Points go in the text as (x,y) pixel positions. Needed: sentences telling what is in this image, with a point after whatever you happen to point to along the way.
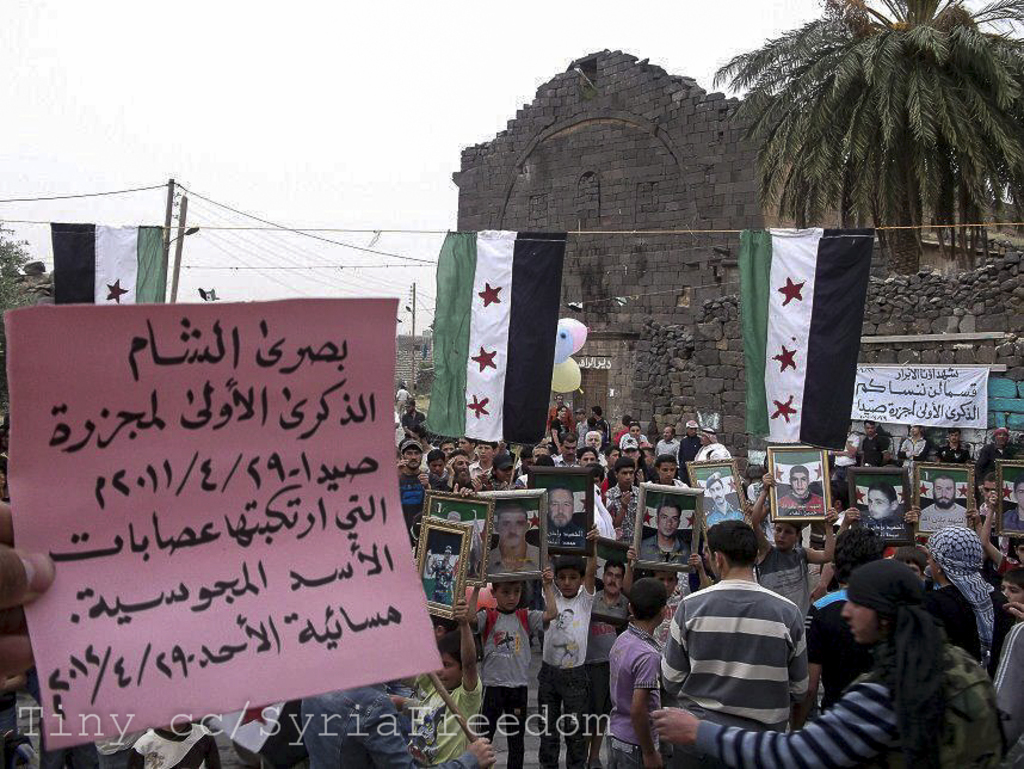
This picture is clicked outside the city. At the bottom of the picture (510,639), we see children (591,592) standing on the road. Most of them are holding photo frames (673,544) in their hands (830,517). On the left side (292,418), we see a pink color chart (210,594) with text (322,583) written in Arabic language. Behind them, we see a tree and a castle (602,395). In the background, we see street lights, electric poles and trees (790,147). At the top of the picture (193,225), we see the sky (193,239).
